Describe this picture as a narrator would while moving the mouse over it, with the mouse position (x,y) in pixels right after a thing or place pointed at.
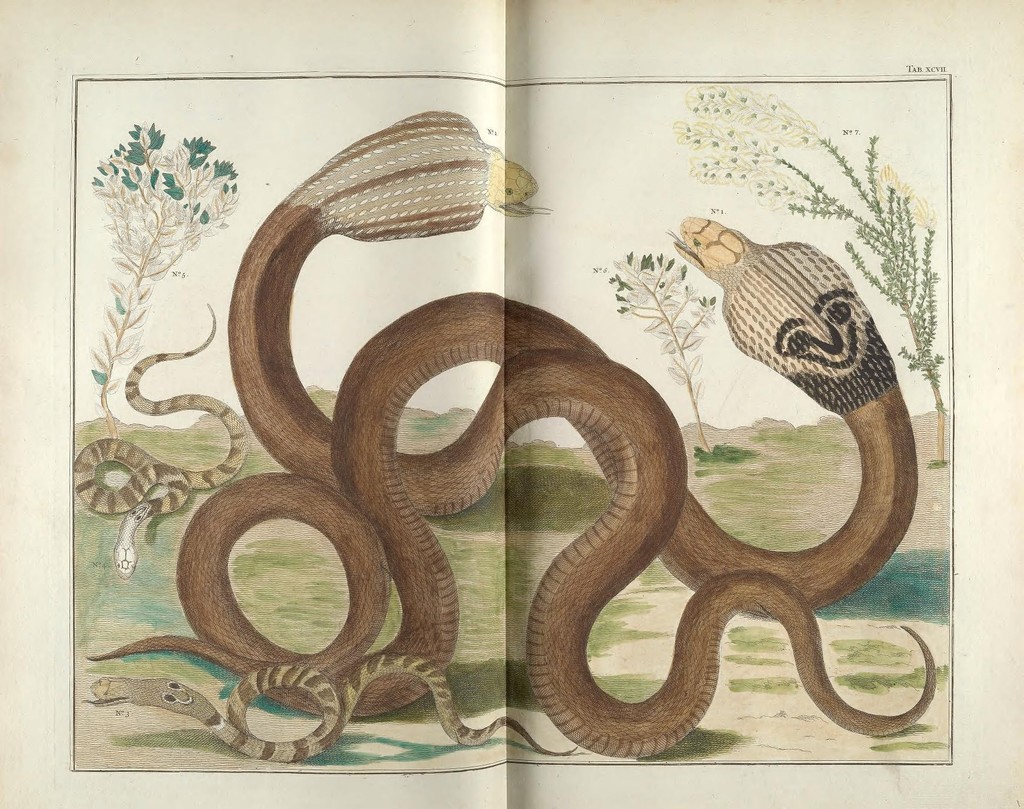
In the image there are four snakes (331,467) and two big snakes (382,432) are playing with each other. Moreover there are plant (159,239) and grass (702,459) are also present in the image.
